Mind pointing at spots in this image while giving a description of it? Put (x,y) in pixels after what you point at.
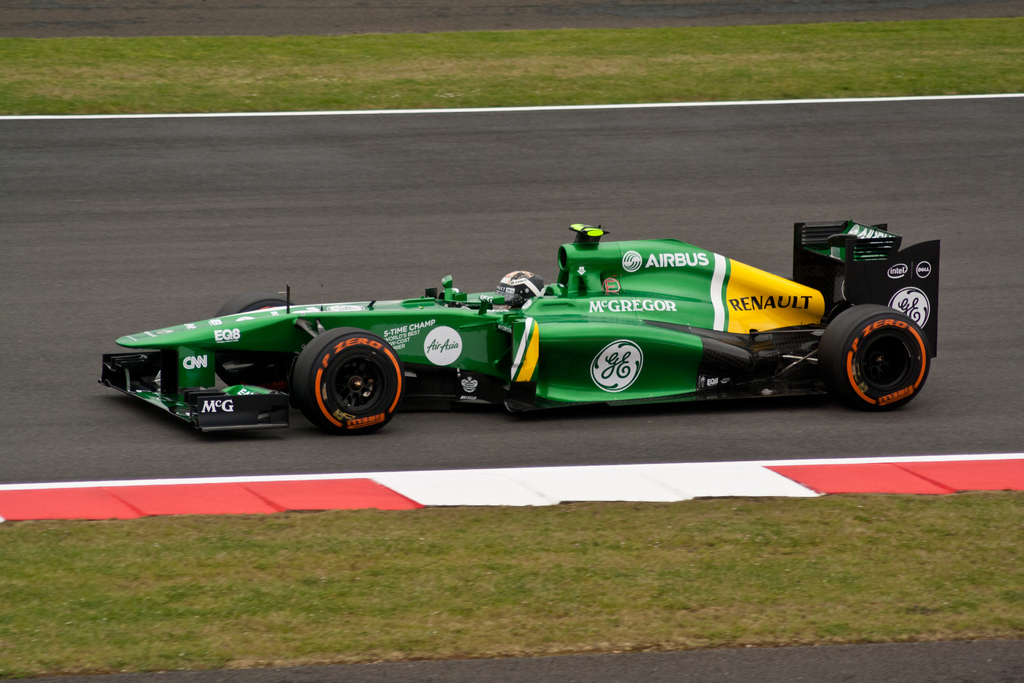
In the middle of the image (472,322) we can see a sports car (315,367) on the road (380,274). At the top (217,79) and bottom of the image (817,564) we can see grass (814,529).
